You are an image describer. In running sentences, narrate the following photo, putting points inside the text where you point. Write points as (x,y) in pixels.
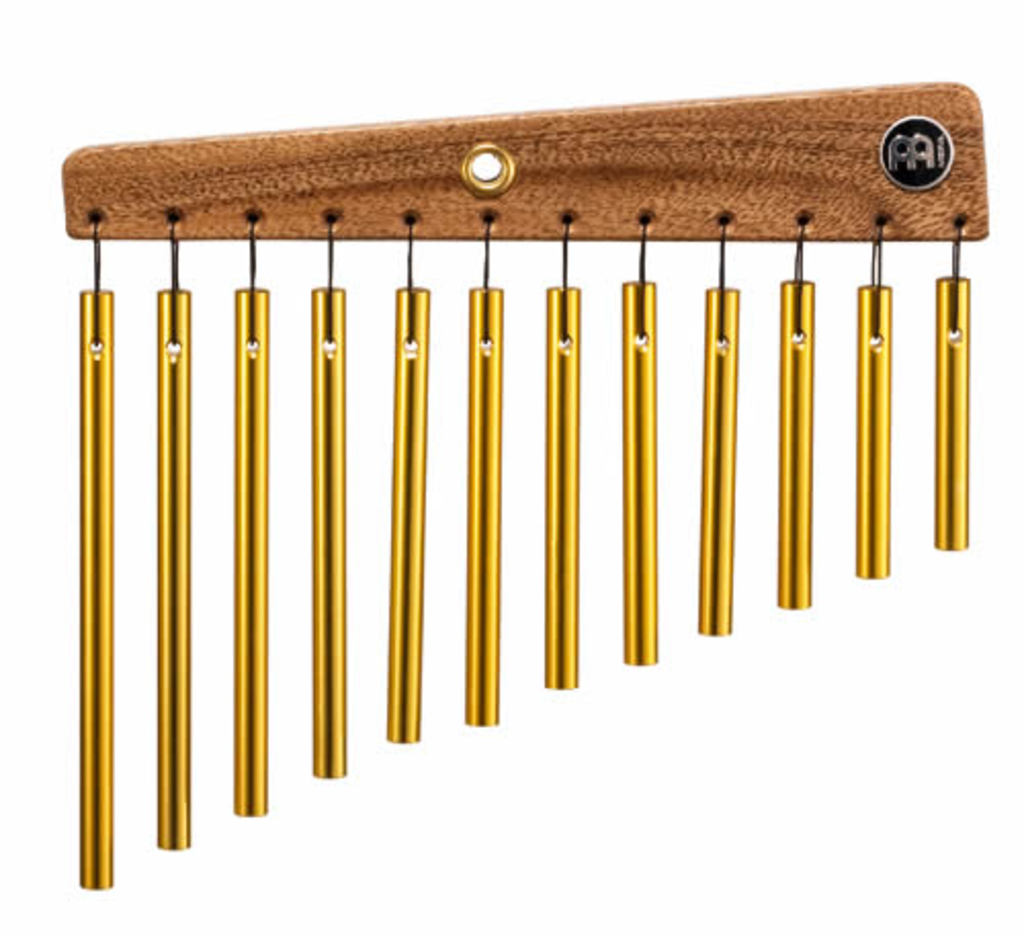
In this picture we can observe gold color chimes (333,723) hanged to the wooden stick (308,191). The background (747,788) is in white color.
